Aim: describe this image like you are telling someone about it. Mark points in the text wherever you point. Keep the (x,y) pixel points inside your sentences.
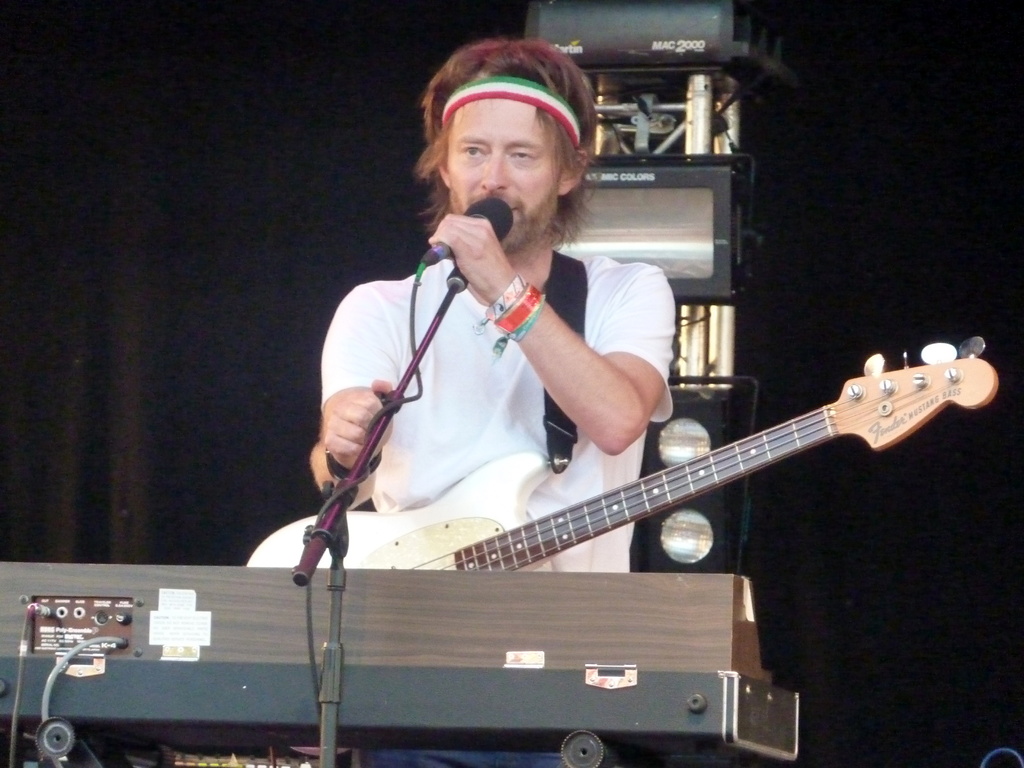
This image consists of a man (561,343). He has a guitar (860,416). There is keyboard (583,682) in front of him. He is holding a mic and singing something. He is wearing white T-shirt (405,314).
